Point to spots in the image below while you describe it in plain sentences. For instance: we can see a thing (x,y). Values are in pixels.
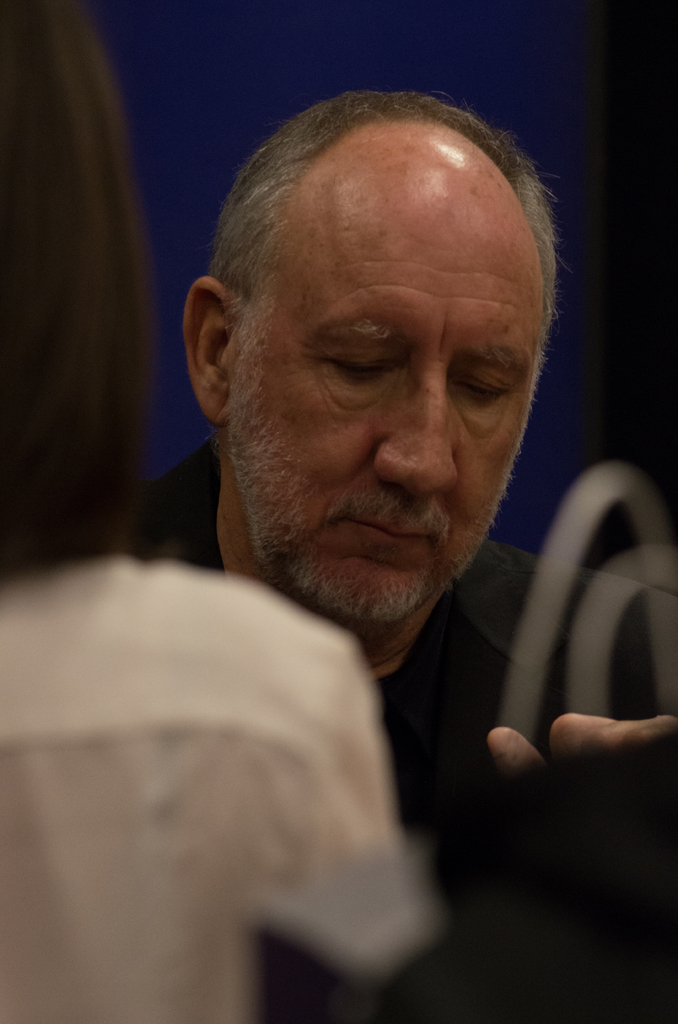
In this image I can see a person face (316,315) and background (238,53) is in blue color. In front (200,768) I can see a white color object (149,773).
